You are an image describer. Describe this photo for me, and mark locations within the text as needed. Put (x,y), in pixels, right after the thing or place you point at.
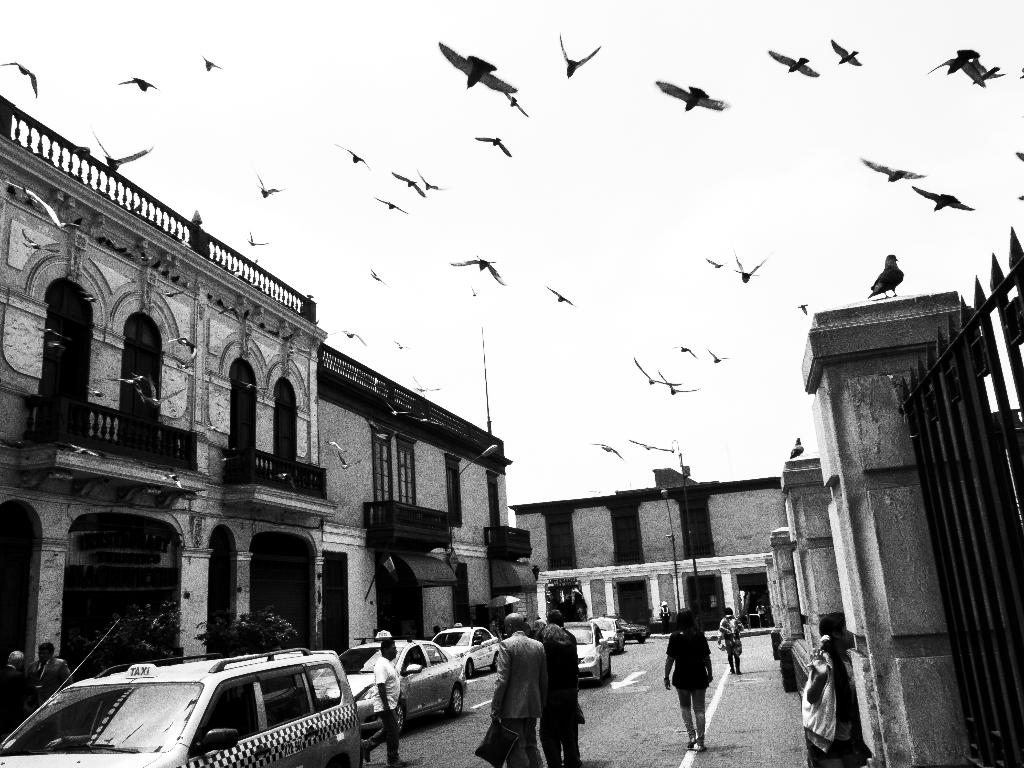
It is a black and white image. In this image, we can see buildings (438,584), walls (467,550), railings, glass objects (127,535), pillars (29,608), poles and grille (935,462). At the bottom (527,652), we can see vehicles (406,665), people (381,698), road (653,719) and plants (132,651). Background (315,193) there is the sky (433,332). Here we can see a group of birds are flying in the air (571,228).
